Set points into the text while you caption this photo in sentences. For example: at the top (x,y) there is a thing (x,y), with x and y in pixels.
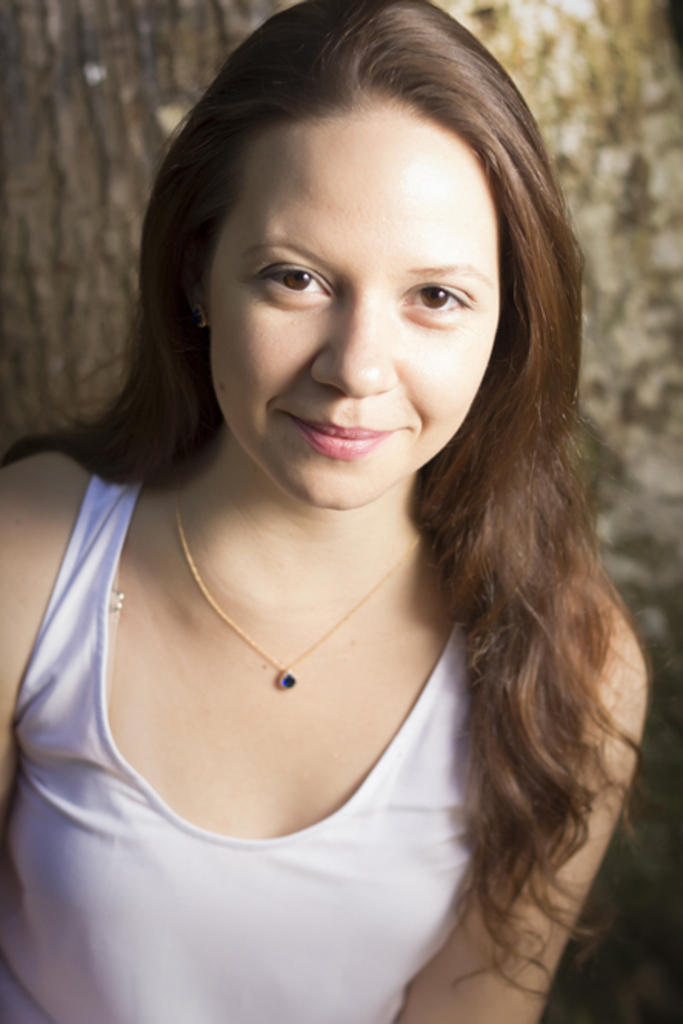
This is a zoomed in picture. In the foreground (237,603) there is a woman (375,928) wearing dress (270,896) and smiling. In the background (97,83) we can see the trunk (477,23) of a tree (97,279) and some other objects (655,883).
